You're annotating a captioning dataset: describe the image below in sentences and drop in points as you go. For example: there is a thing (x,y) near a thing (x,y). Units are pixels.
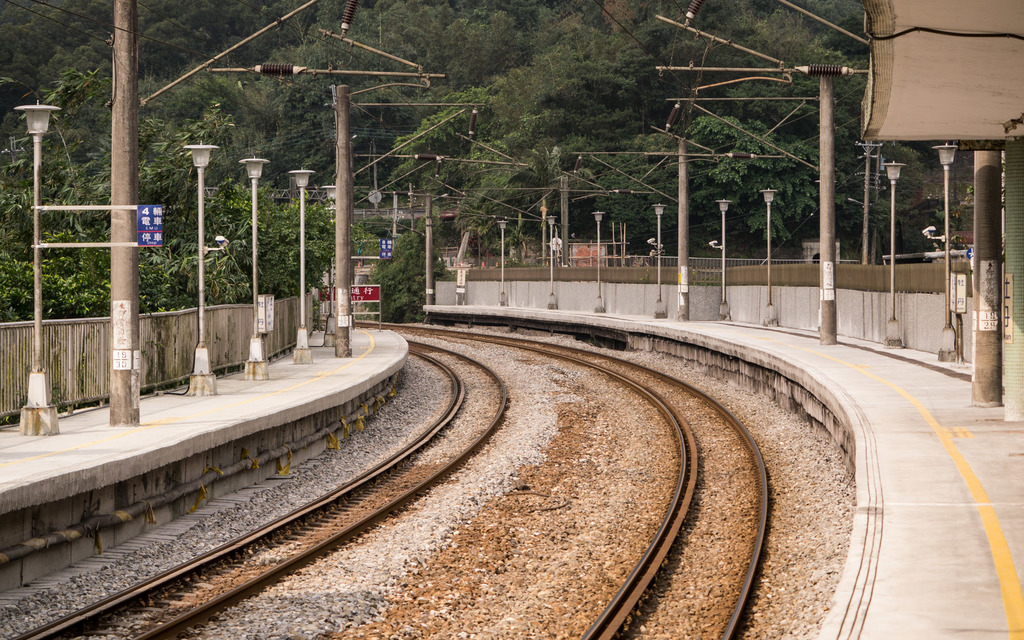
In this picture we can see railway tracks (309,562), stones (553,418), platforms (926,406), signboards (147,218), poles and in the background (238,297) we can see trees (399,296).
